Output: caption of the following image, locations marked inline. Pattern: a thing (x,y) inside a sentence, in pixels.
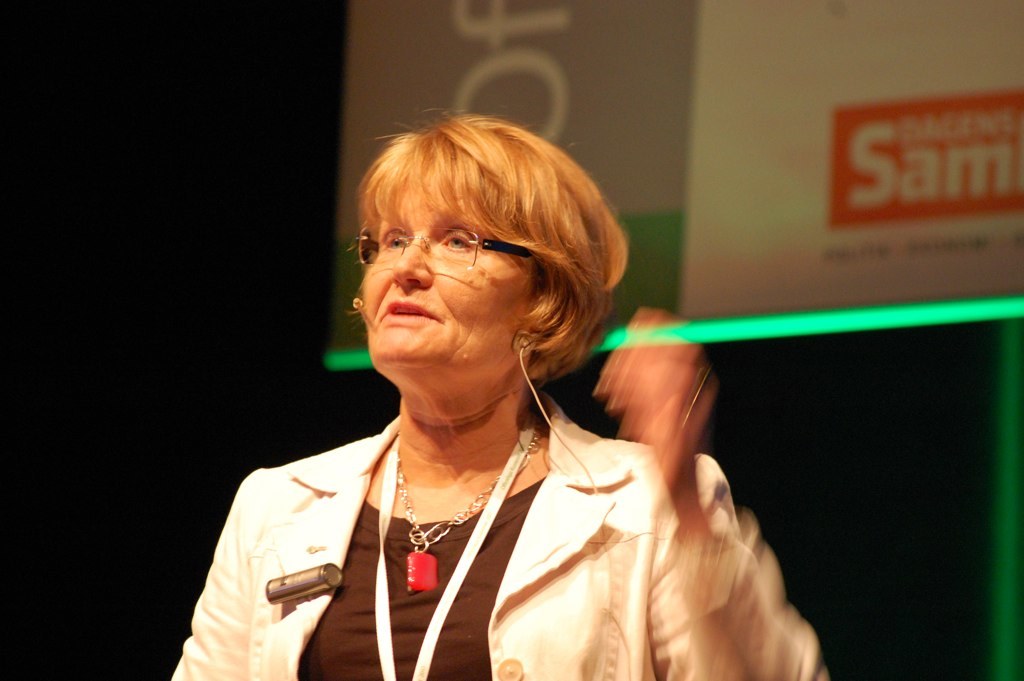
In this image there is a woman (464,333) towards the bottom of the image (472,535), she is talking, she is wearing spectacles (468,270), there is a board (692,101) towards the top of the image (791,132), there is text (884,183) on the board (721,107), the background of the image (158,150) is dark.
